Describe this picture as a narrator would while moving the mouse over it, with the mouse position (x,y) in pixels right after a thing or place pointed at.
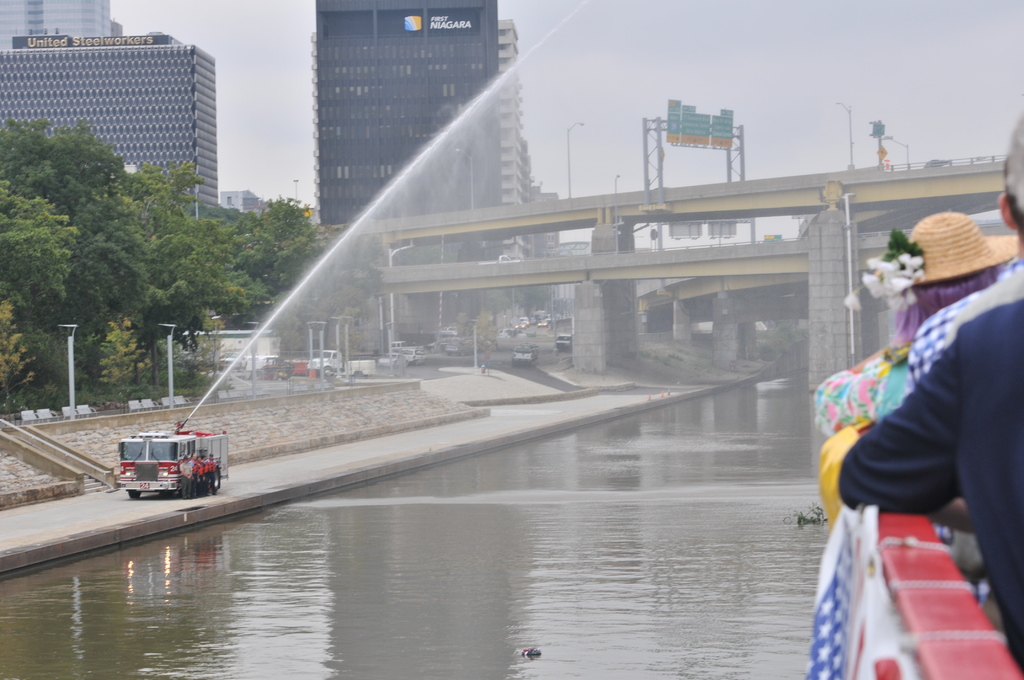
In this image there are buildings (323,90), there is text (64,43) on the building (423,42), there are bridges (943,191), there are boards (673,133), there is text (678,117) on the board (690,125), there are poles (849,165), there are street lights (848,109), there are vehicles (533,351), there is water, there is a fire engine (203,432), there are persons (188,471) standing, there are trees (80,211) towards the left of the image (76,226), there is a flag (855,593) towards the bottom of the image (841,577), there is an object (931,587) towards the bottom of the image (946,629), there are group of persons (932,314) standing towards the right of the image (952,348).
